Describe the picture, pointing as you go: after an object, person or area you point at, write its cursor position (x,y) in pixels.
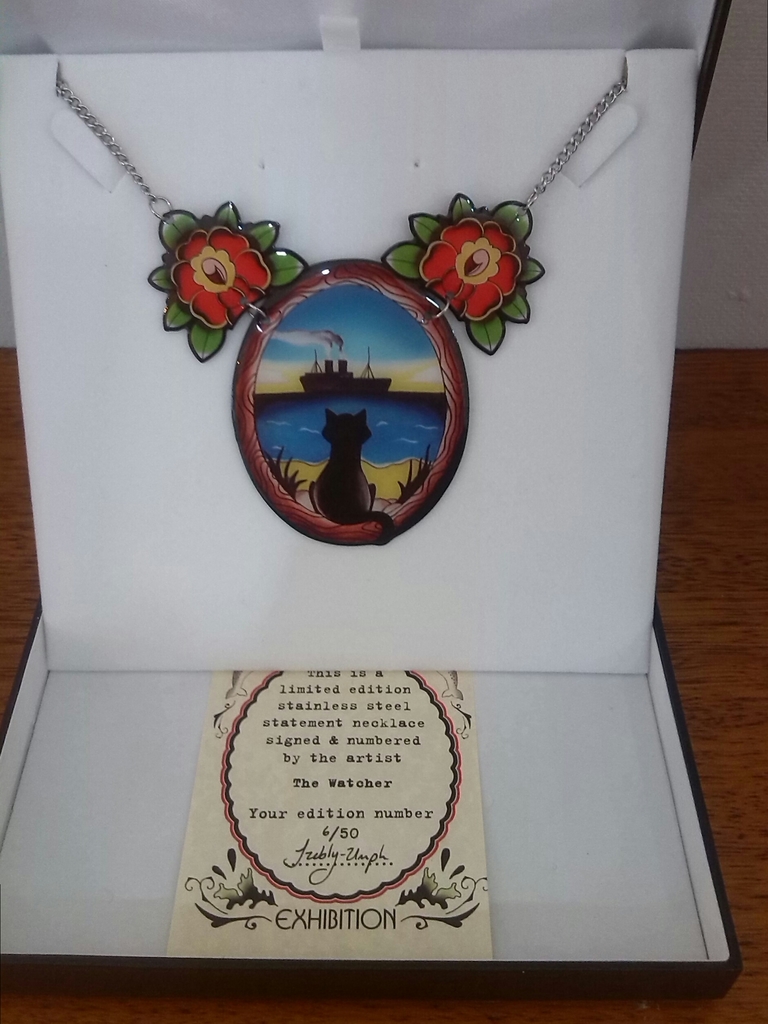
As we can see in the image there is a table (702,379). On table (702,379) there is a box (580,715). In box (625,291) there is a chain (259,306) and locket (328,347). In locket (308,462) there is drawing (312,458) of cat (338,459), water (305,445) and boat (349,375). In the background (729,169) there is a white color wall (729,169).
